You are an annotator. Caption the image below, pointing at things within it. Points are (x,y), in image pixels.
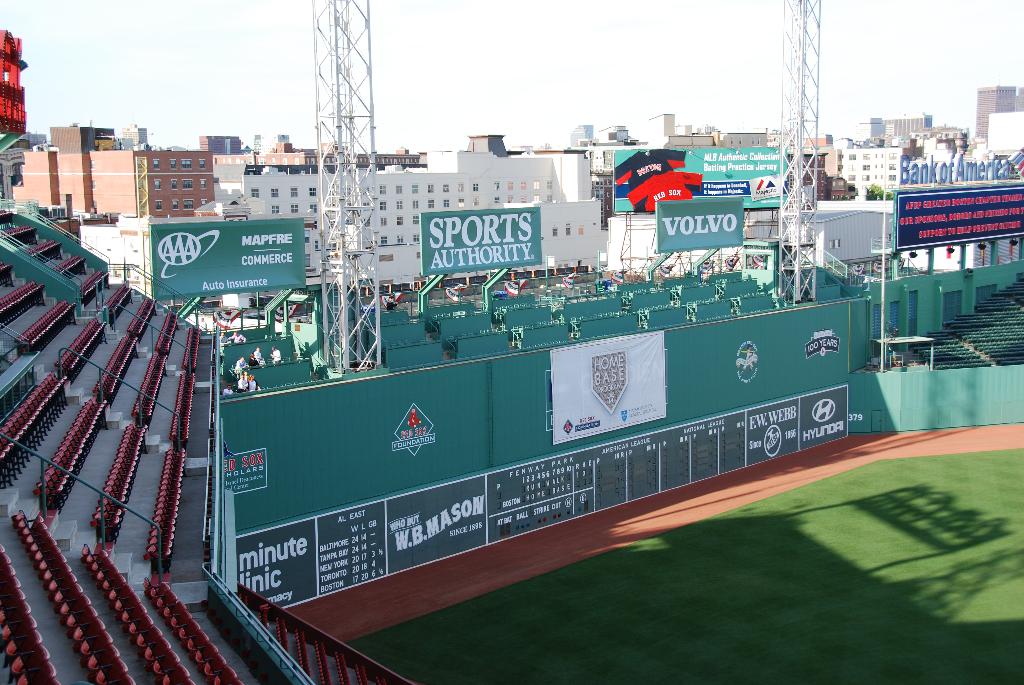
In this image we can see many buildings (585,210). There is a baseball ground (619,604) and few hoarding (456,251) in the image. There is a clear sky (527,62) at the top most of the image (768,53).
